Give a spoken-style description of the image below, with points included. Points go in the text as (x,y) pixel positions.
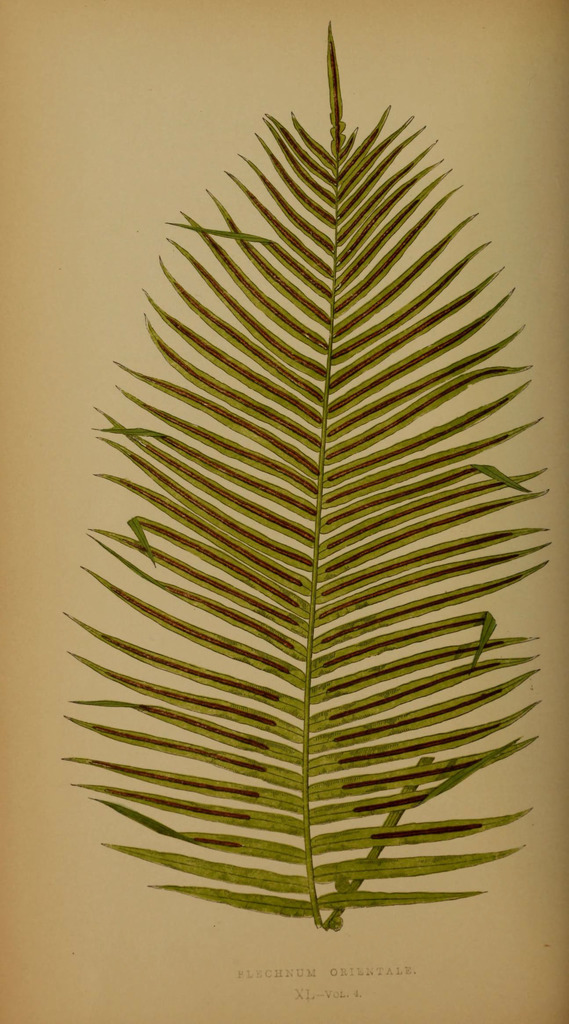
In this image I can see the paper (89,912). On the paper (99,254) I can see the painting (207,867) of the leaf (249,872) which is in green and brown color.
